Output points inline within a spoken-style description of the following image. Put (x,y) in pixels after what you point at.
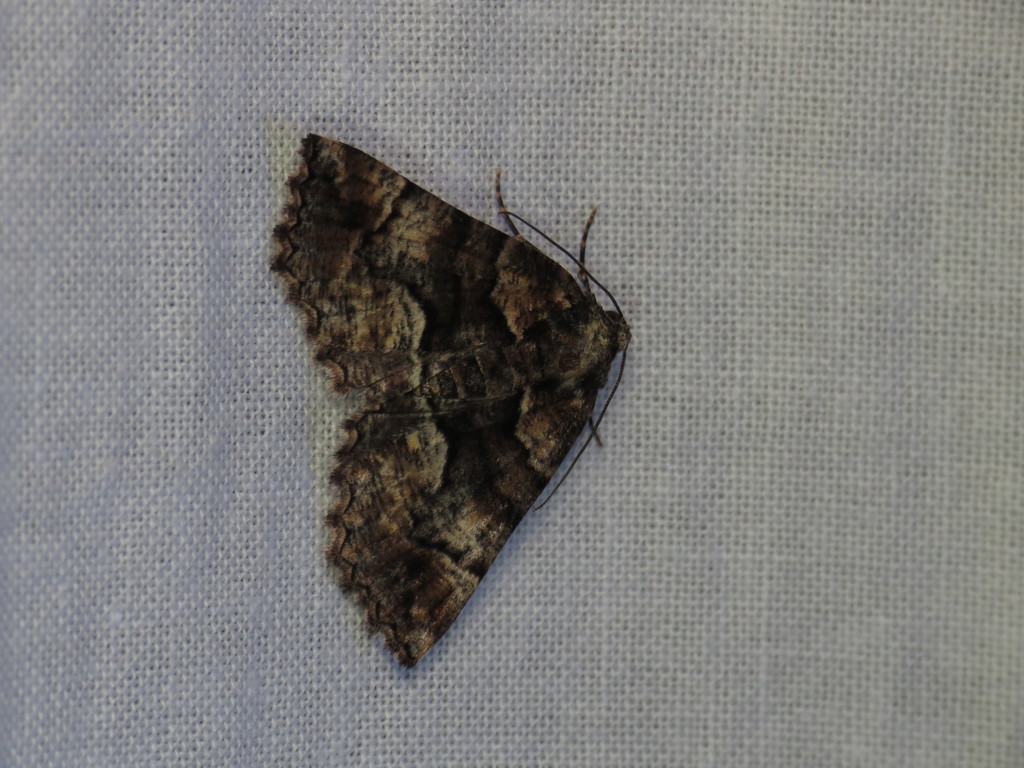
In this picture, we see an insect (477,382) which looks like a butterfly (477,348) is in black color. In the background (747,492), it is white in color.
